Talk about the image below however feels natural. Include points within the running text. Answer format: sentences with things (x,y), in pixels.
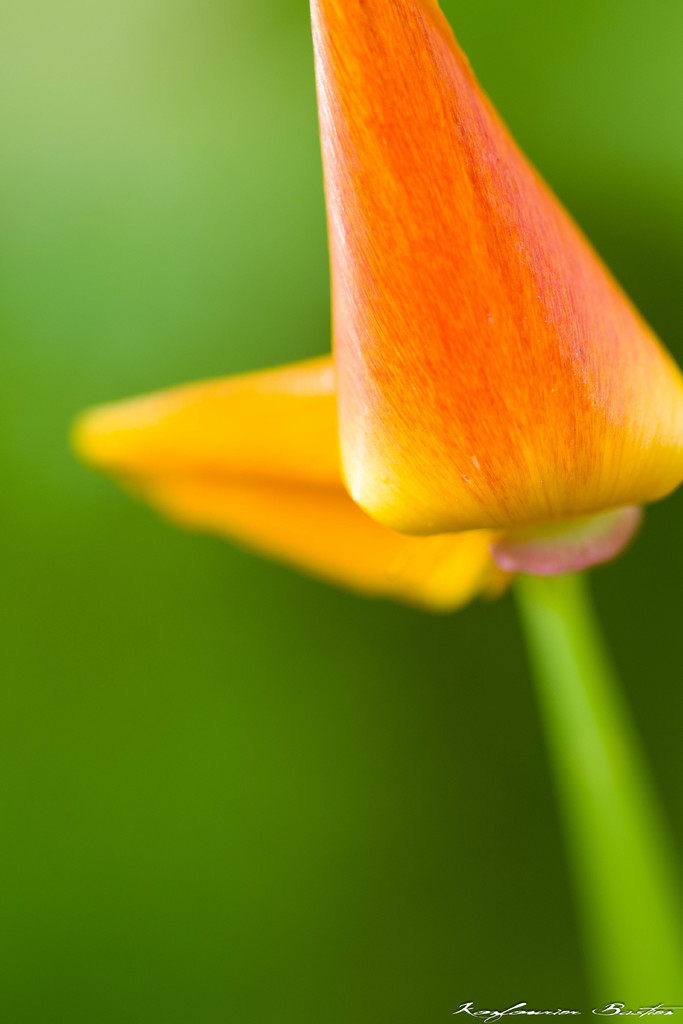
In this image, we can see buds (393,466) on the green background.
